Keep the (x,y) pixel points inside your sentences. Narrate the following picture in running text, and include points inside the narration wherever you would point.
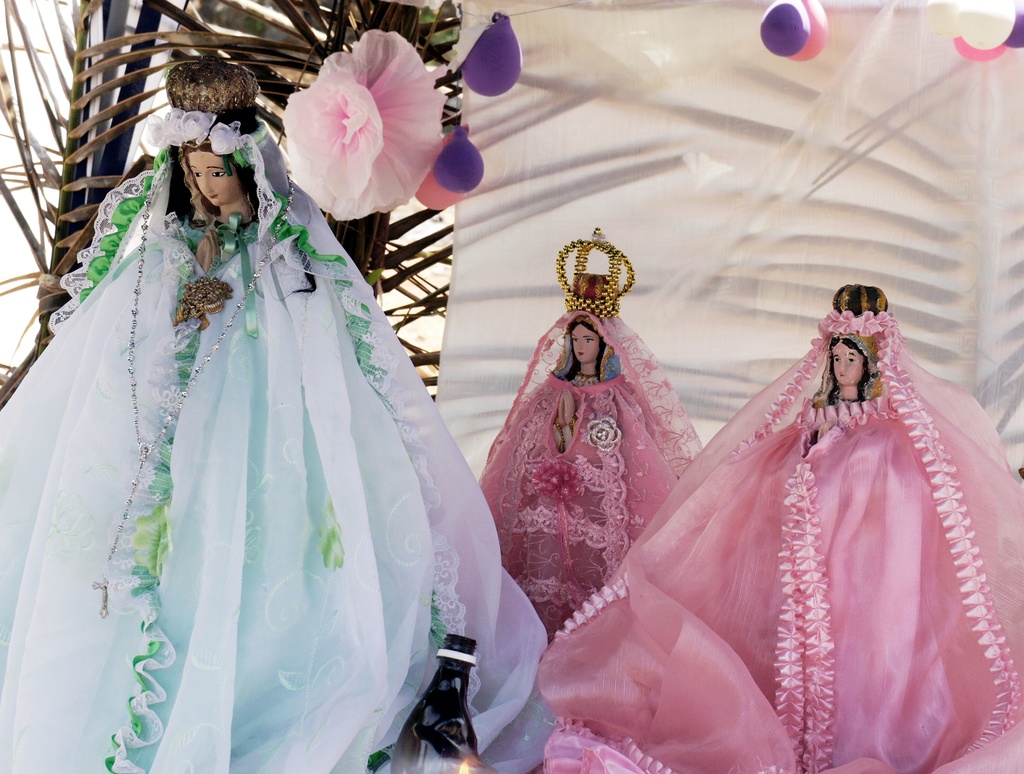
In this picture we can see three dolls (436,439). One doll (220,246) is wearing white and green color dress (272,552) and the other two (655,564) are wearing pink color dress (737,464). Behind them one curtain (529,143) and balloon (457,138) and flower (332,139) is there. And one plant (70,173) is present.
